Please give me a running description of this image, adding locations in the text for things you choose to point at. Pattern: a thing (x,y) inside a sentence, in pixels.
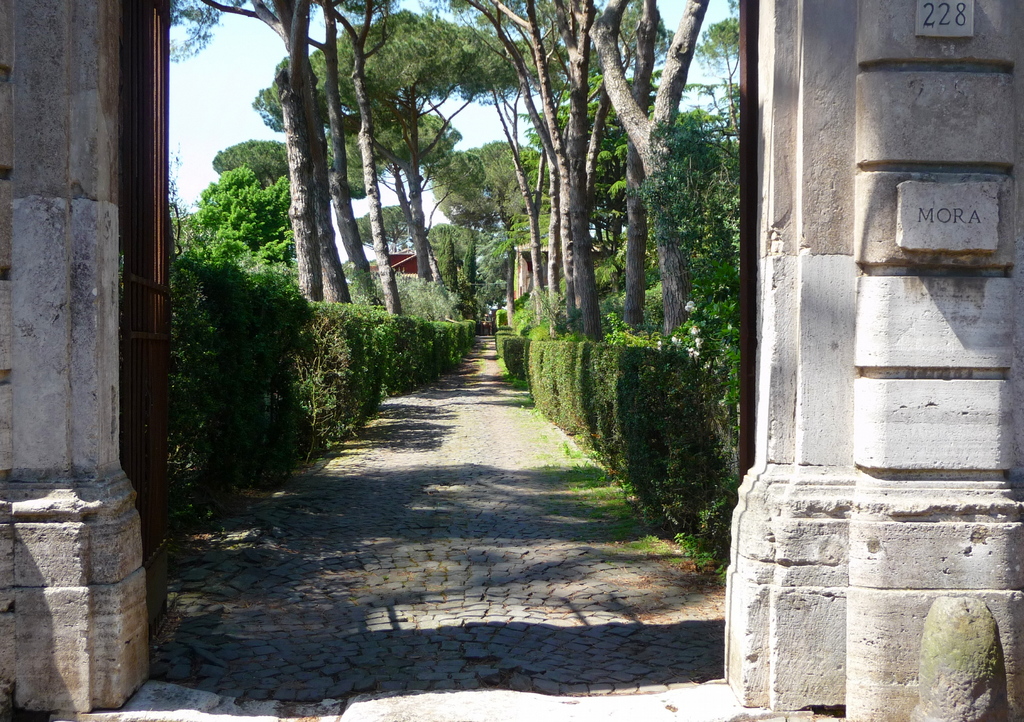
In this image there are trees (465,199). In the center (414,434) there is a path (394,542). On the either sides of the path (450,373) there are hedges (677,382). In the foreground (117,476) there is a wall (864,510). There is a gate (126,298) to the wall (877,510). At the top (229,76) there is the sky (480,120).
